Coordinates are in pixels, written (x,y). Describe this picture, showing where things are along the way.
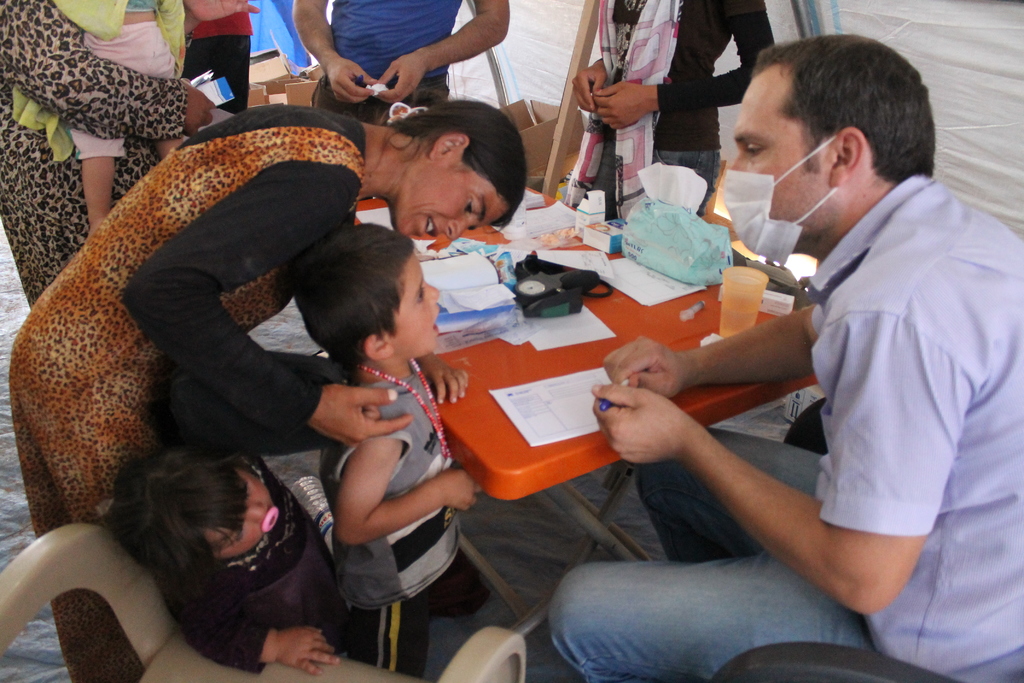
In the picture I can see people (373,315), among them a man (673,456) is sitting on a chair (892,680) and others are standing on the ground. I can also see a table (574,361) which has papers (498,292), a glass (737,297), boxes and some other things (573,309).
